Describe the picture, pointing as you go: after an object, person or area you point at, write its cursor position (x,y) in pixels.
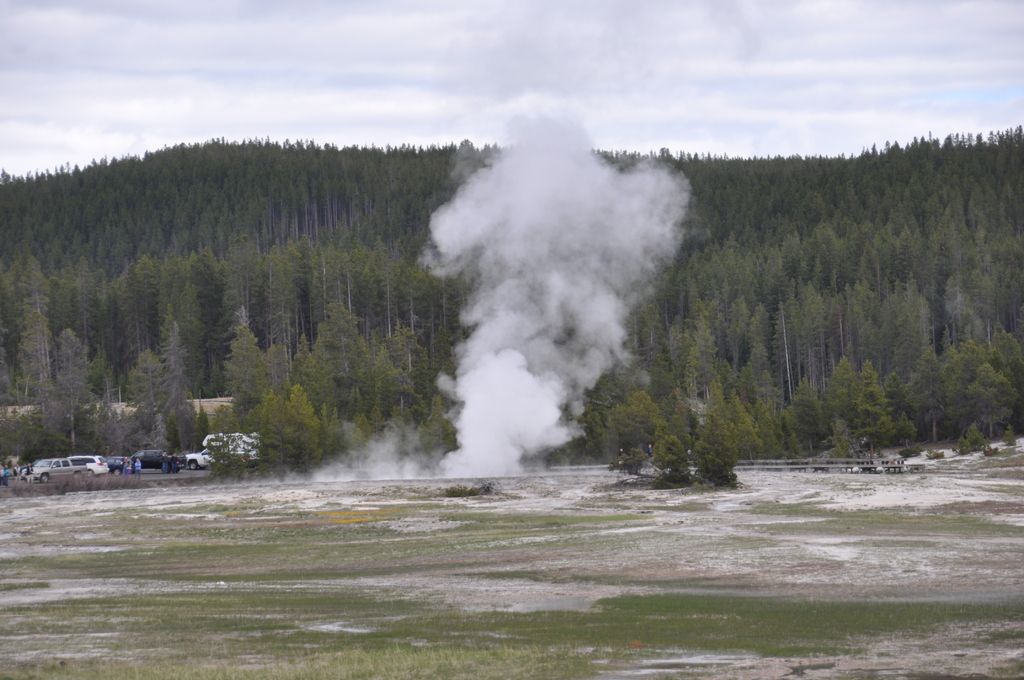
In this picture we can see some grass (497,625) on the ground (228,493). We can see some smoke (503,346) in the air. There are a few vehicles (110,463) on the road (170,475) on the left side (157,464). We can see a few trees (954,233) from left to right. Sky (720,74) is cloudy.
